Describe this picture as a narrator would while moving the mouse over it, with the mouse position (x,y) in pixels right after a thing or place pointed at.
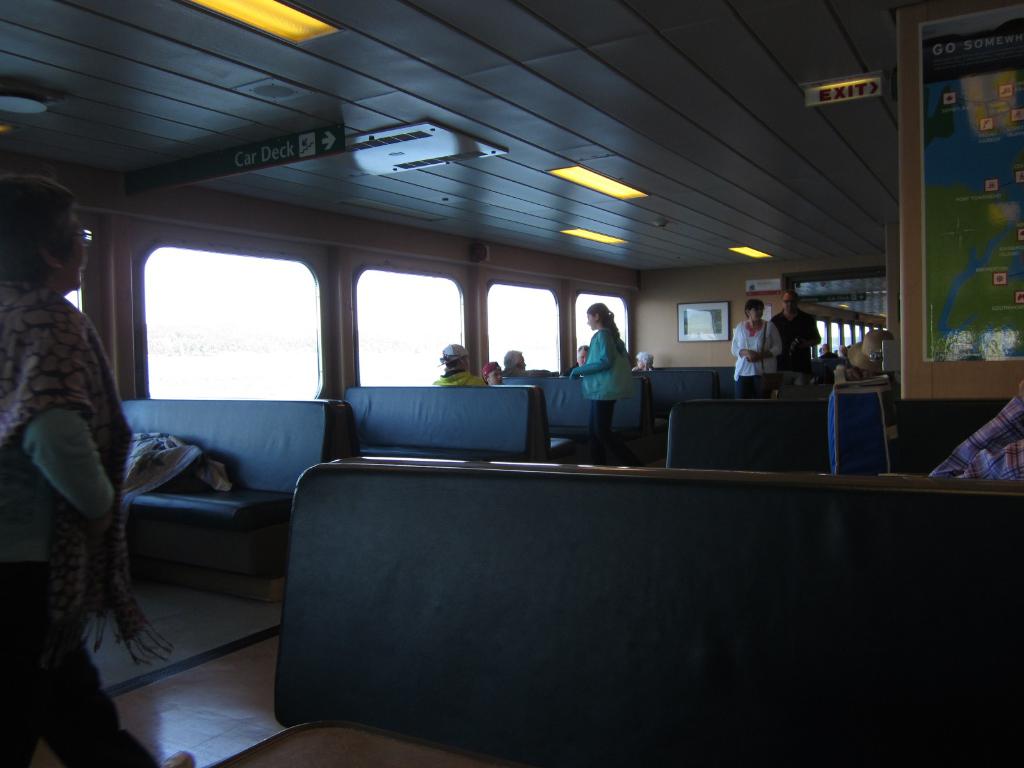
This image is taken inside the vehicle (536,436) where we can see there are so many seats (651,565) one after the other in the line. At the top (836,89) there are lights (572,175) and an exit board (823,96). There are few people (509,352) sitting in the seats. On the left side (75,438) there is a woman (79,461) who is walking on the floor (176,699). On the right side (964,243) top there is a board (989,254) on which there is a map (1003,216). There is a bag (877,430) on the seat (819,424), on the right side (842,402). In the background (859,300) there is another compartment (853,324).
